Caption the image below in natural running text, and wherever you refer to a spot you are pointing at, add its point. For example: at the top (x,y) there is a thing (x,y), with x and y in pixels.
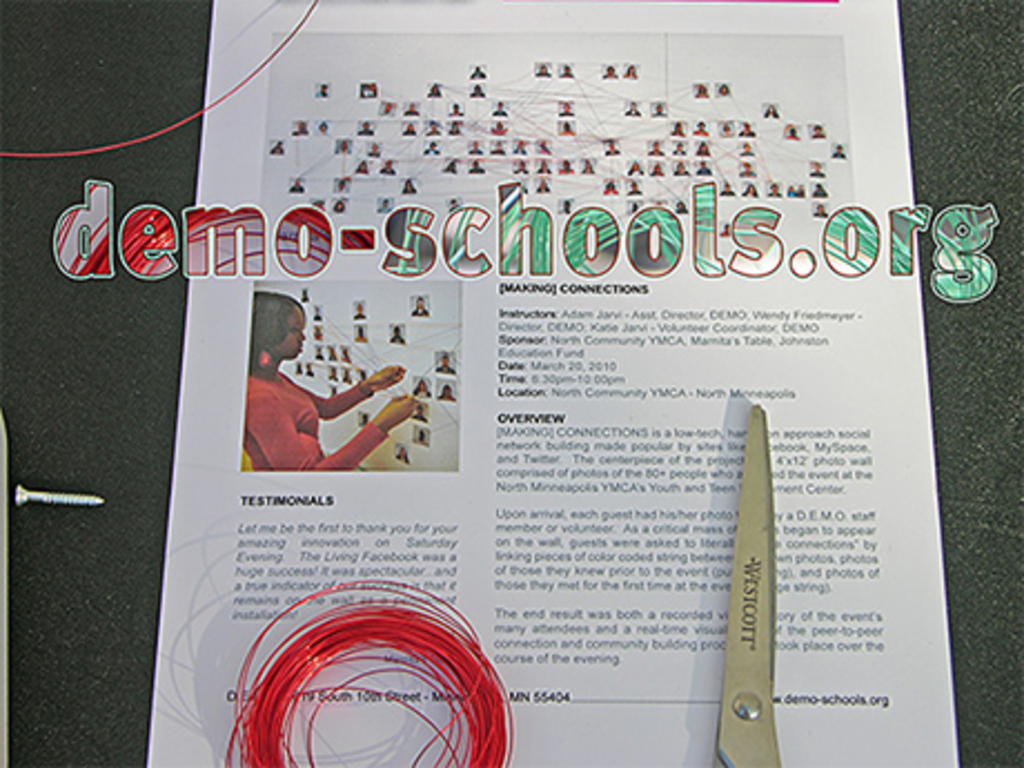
In the image we can see a steel nail (32,496), thread (295,700), scissors (738,619), paper (788,550) and watermark (673,251). This is a picture of a woman (299,410) wearing clothes (304,427).
